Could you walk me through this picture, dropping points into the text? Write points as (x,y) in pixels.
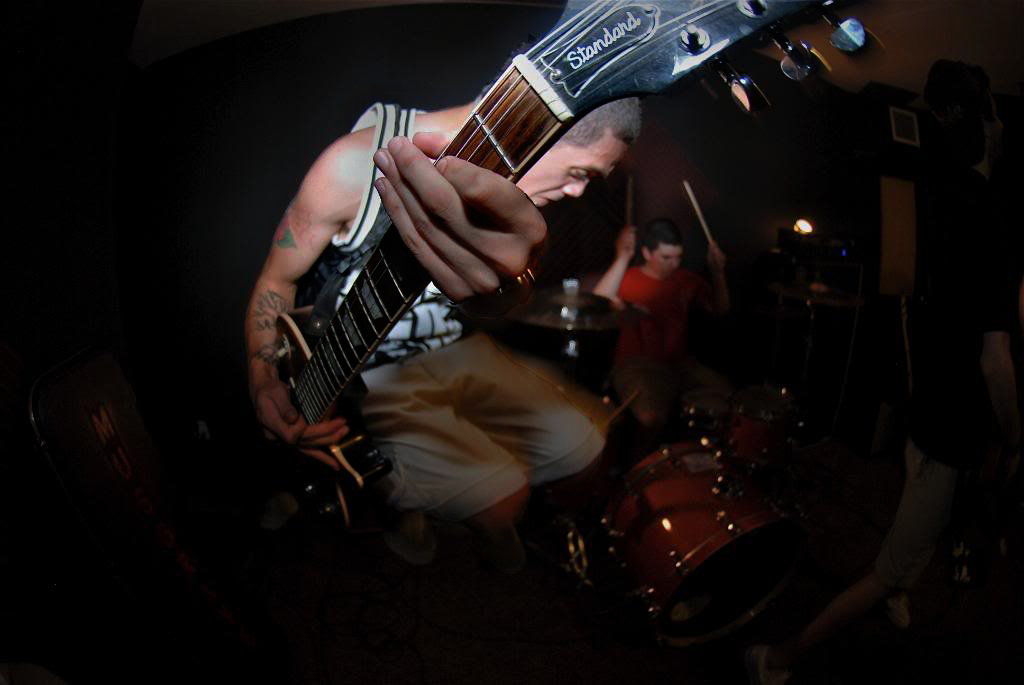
In this picture a man (583,142) is holding the guitar (328,521), and there is another person (632,367) who is playing the drum set (732,442).
